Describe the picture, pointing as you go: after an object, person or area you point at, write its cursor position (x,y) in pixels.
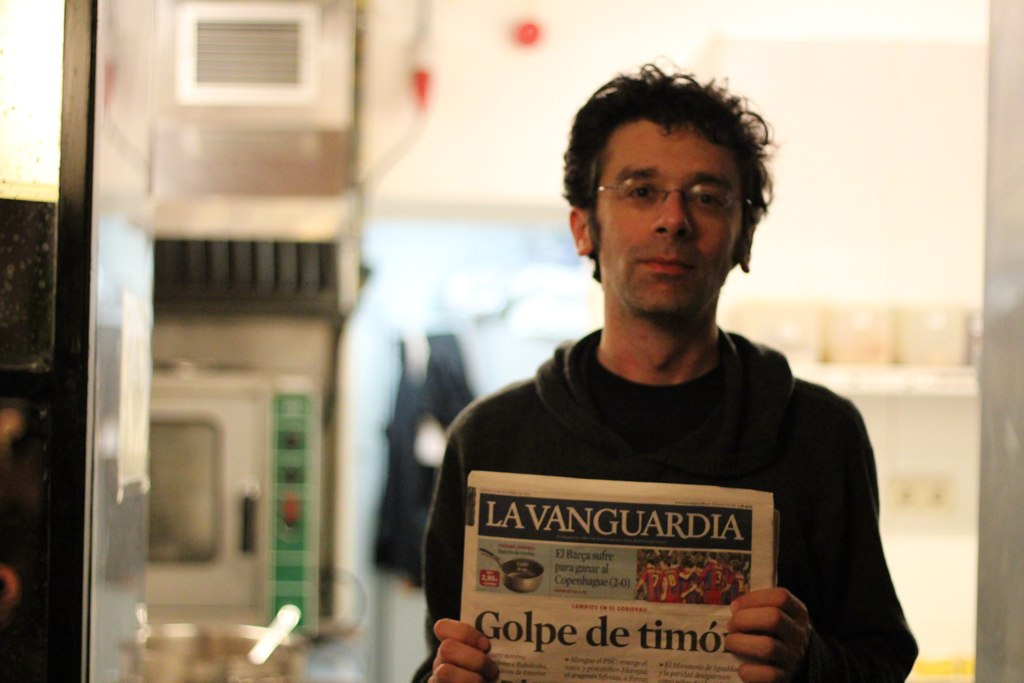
In the image there is a man (503,416), he is holding some papers (640,551) in his hand (763,617) and the background of the man (521,459) is blur.
